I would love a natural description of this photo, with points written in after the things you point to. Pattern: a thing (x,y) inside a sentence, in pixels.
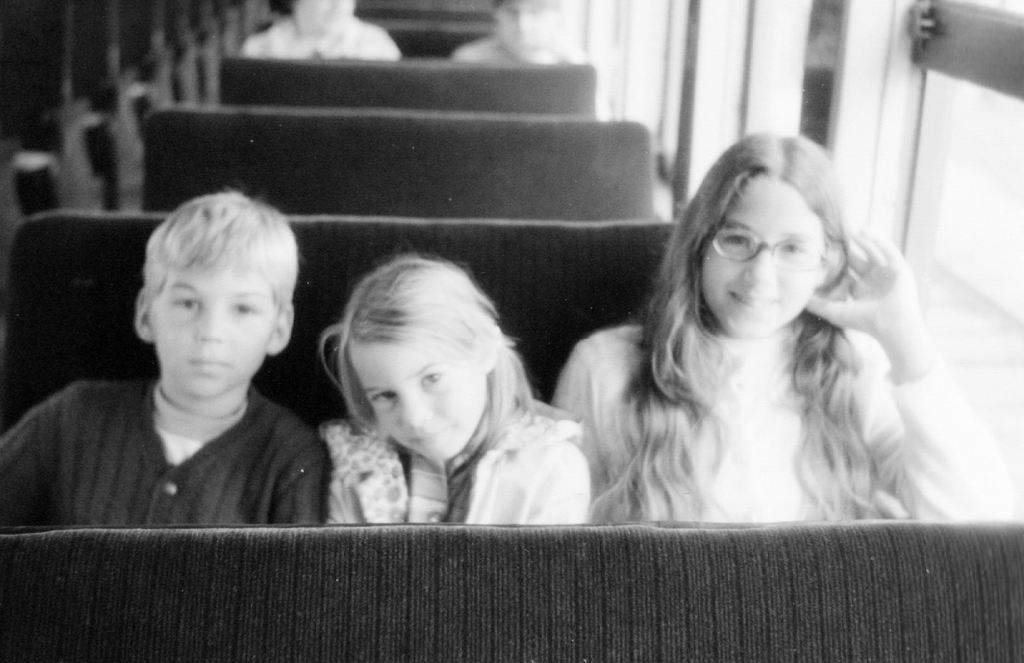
Here in the front (439,333) we can see three children (427,319) sitting on a seat (115,339) over there and we can say this is a bus (236,148) from its inner view and behind them also we can see people (332,38) sitting on seats (340,60) over there.
